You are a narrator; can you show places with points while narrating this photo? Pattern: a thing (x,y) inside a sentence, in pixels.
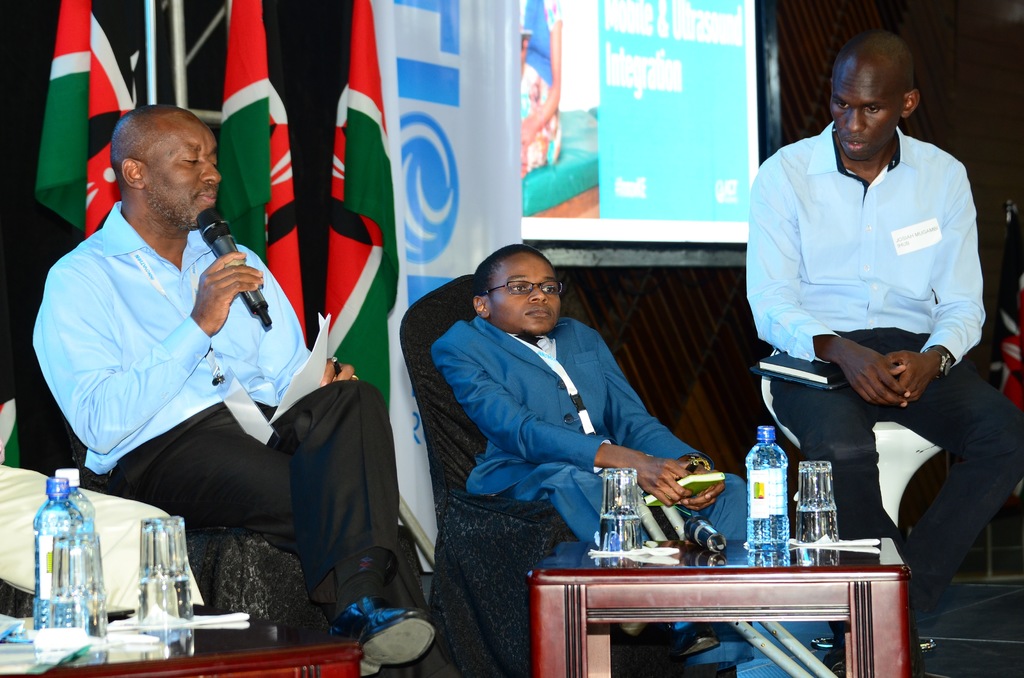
Here the two people (506,357) are sitting on the sofa (435,394) and a person (789,404) is sitting on the stool (903,433). There is a water bottle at here.
